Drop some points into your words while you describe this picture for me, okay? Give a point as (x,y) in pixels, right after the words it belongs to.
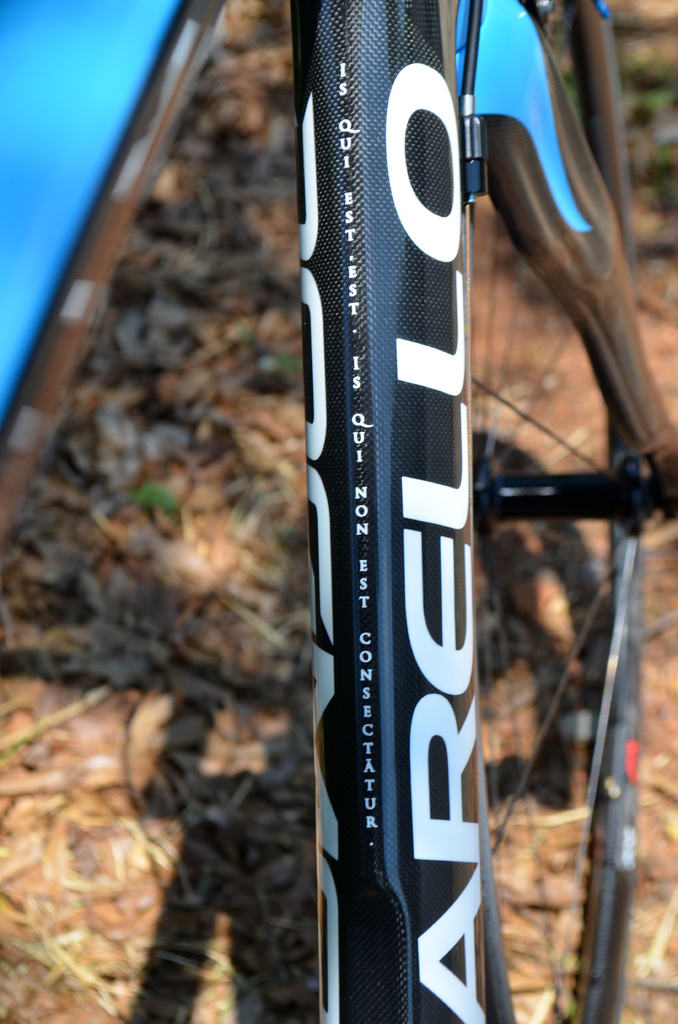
In the image there is a cycle rod (410,334) with something written on it. At the bottom of the image (550,874) there is grass (301,839) on the ground (207,718).
